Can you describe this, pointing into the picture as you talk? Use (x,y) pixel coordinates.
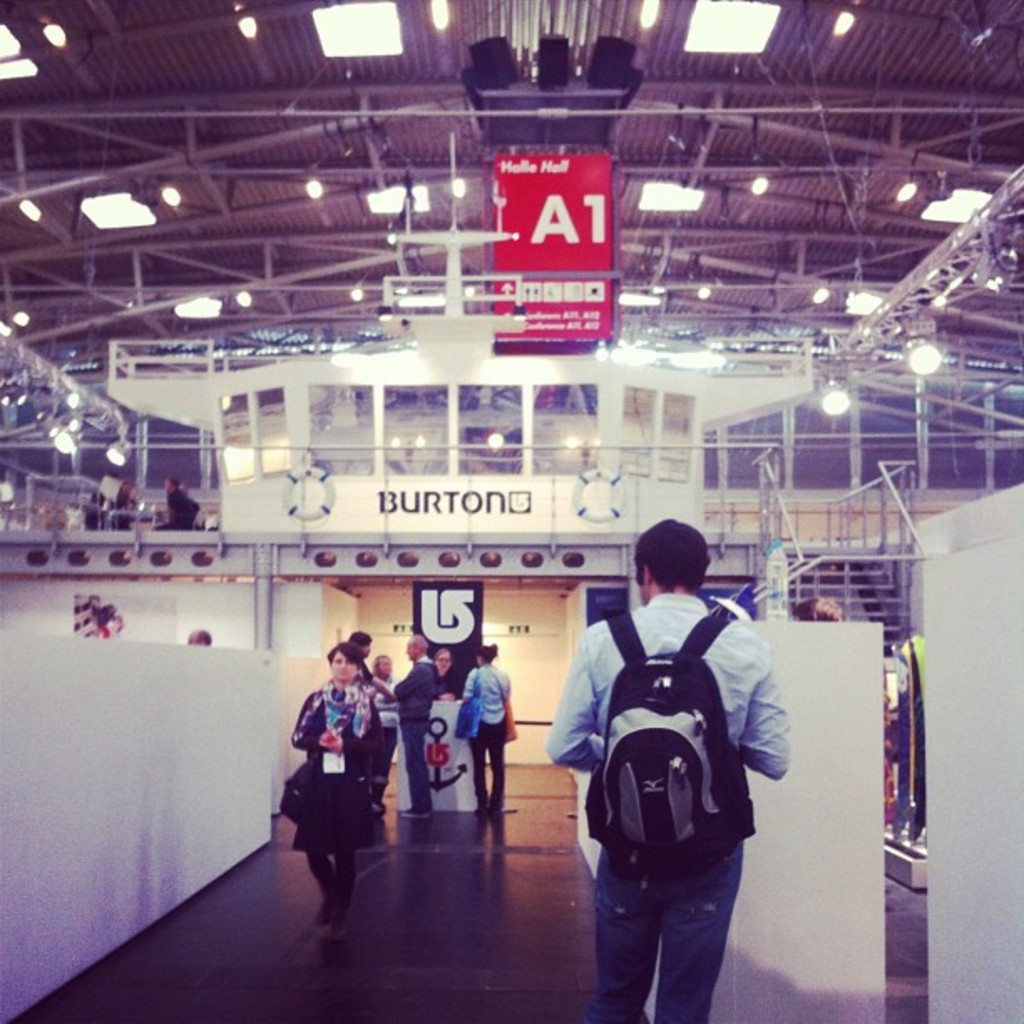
In this picture we can see group of people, few are seated, few are standing and few are walking, on the right side of the image (712,660) we can see a man (687,611), he wore a bag (646,780), in the background (701,317) we can see few lights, metal rods (728,284) and a hoarding (497,273).
